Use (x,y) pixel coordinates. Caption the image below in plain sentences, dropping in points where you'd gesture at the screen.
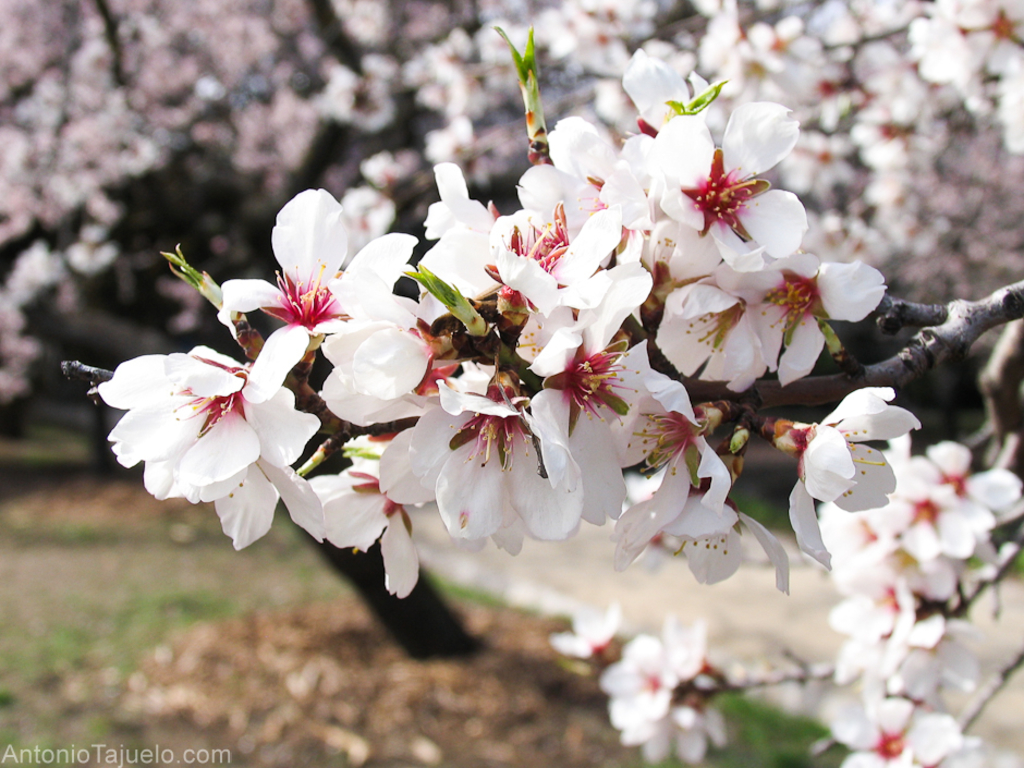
On the right side of this image (707,181) there are many white color flowers (671,388) to a stem (900,360). In the background (208,175) there is another tree (208,175). At the bottom (154,634), I can see the ground (390,714). In the bottom right (726,597) there is a road (719,600). In the bottom left (105,757), I can see some text (89,755).
